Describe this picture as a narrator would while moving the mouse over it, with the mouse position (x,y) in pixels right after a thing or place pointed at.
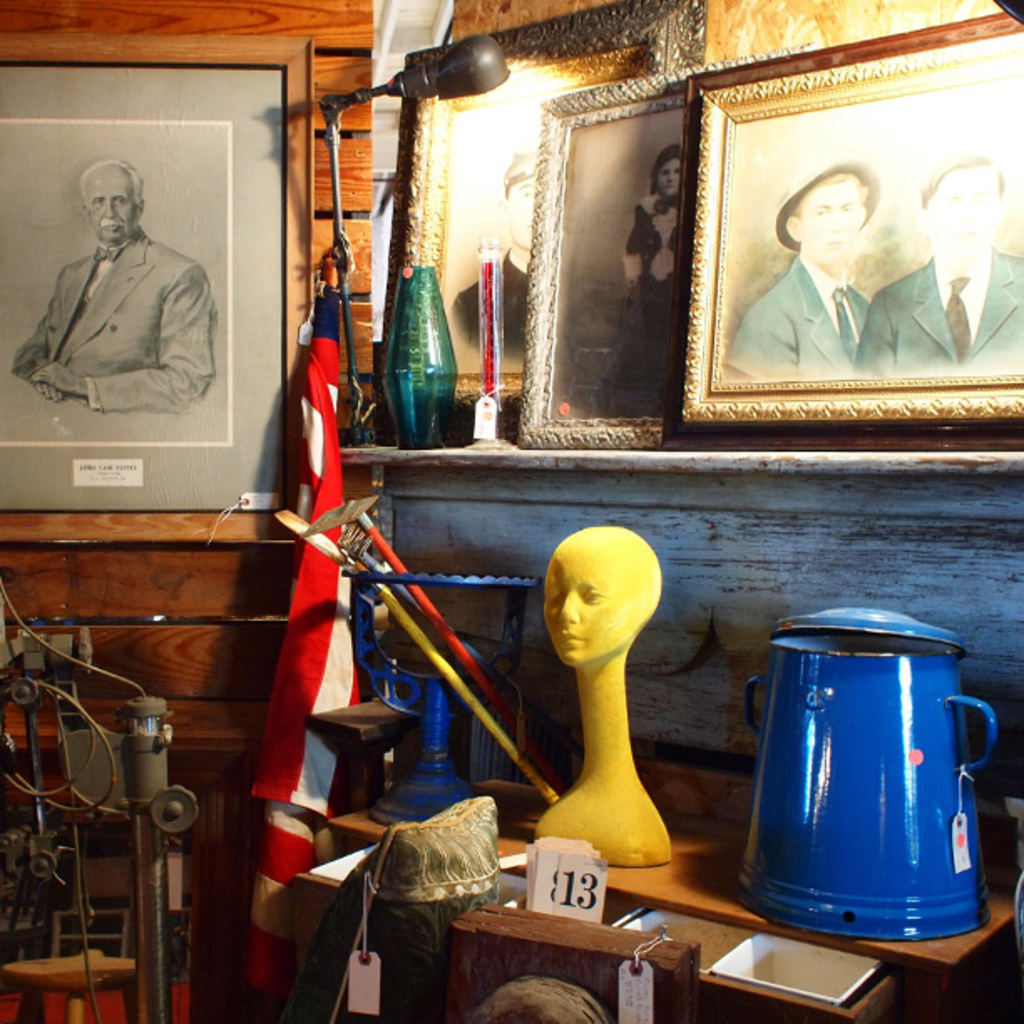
In this picture I can see there is a blue, yellow objects (822,830) placed on the table (663,870), there are few objects (559,904) placed in the drawer (744,991) and there is a cloth (311,607) at left side (284,900) and there is a machine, there are few photo frames (210,335) arranged and there is a light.
